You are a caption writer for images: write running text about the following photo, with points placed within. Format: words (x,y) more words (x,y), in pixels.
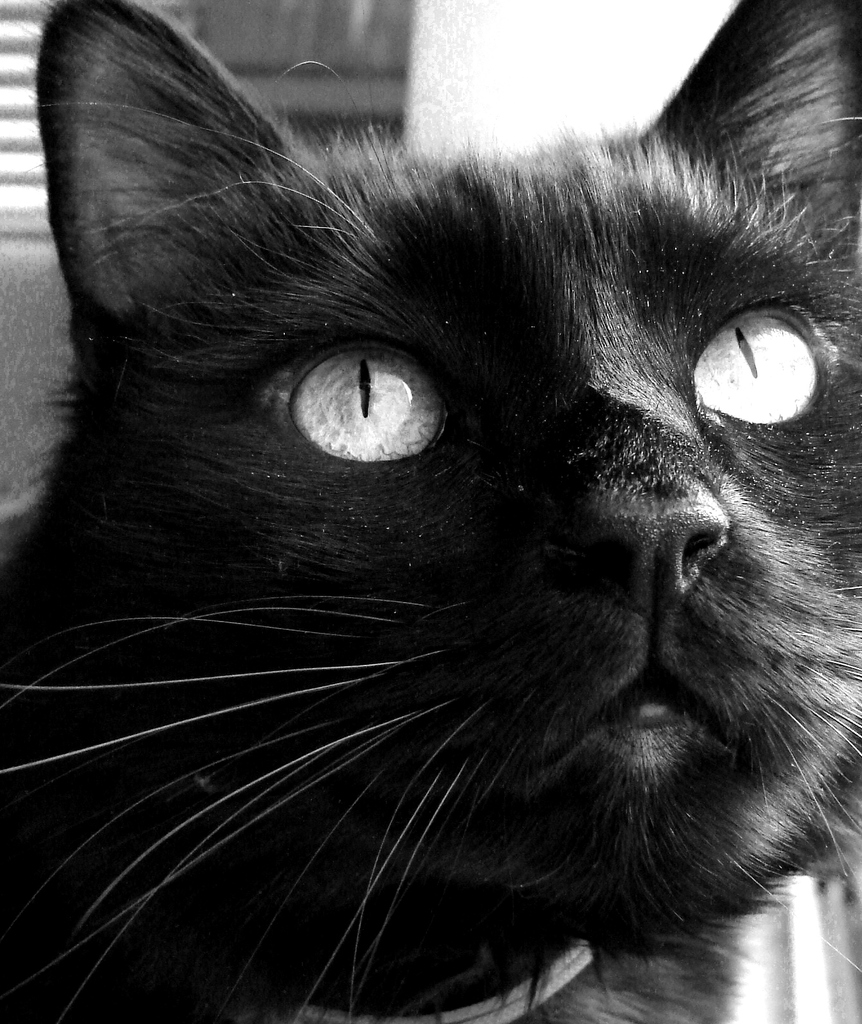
In this image there is a black color cat (366,617) as we can see in middle of this image (383,459) and there is a wall (474,67) in the background (505,68).
